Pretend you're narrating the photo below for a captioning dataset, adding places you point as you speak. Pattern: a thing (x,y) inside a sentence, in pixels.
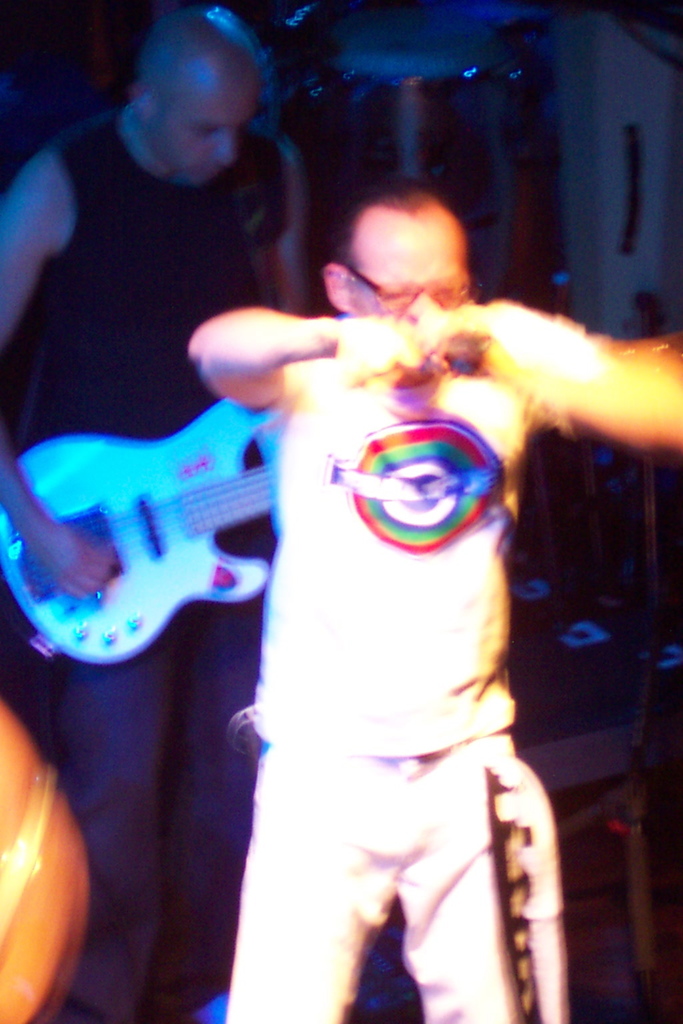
There is a man (403,560) who is standing, and in the background (124,295) the man (180,308) is standing with a guitar (112,480) in his hand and he is playing the guitar (197,556) with his hand (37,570) and in the background (429,124) we can also see the drums (382,76) and the man (403,589) who is standing in the front (410,569) has a spectacles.
